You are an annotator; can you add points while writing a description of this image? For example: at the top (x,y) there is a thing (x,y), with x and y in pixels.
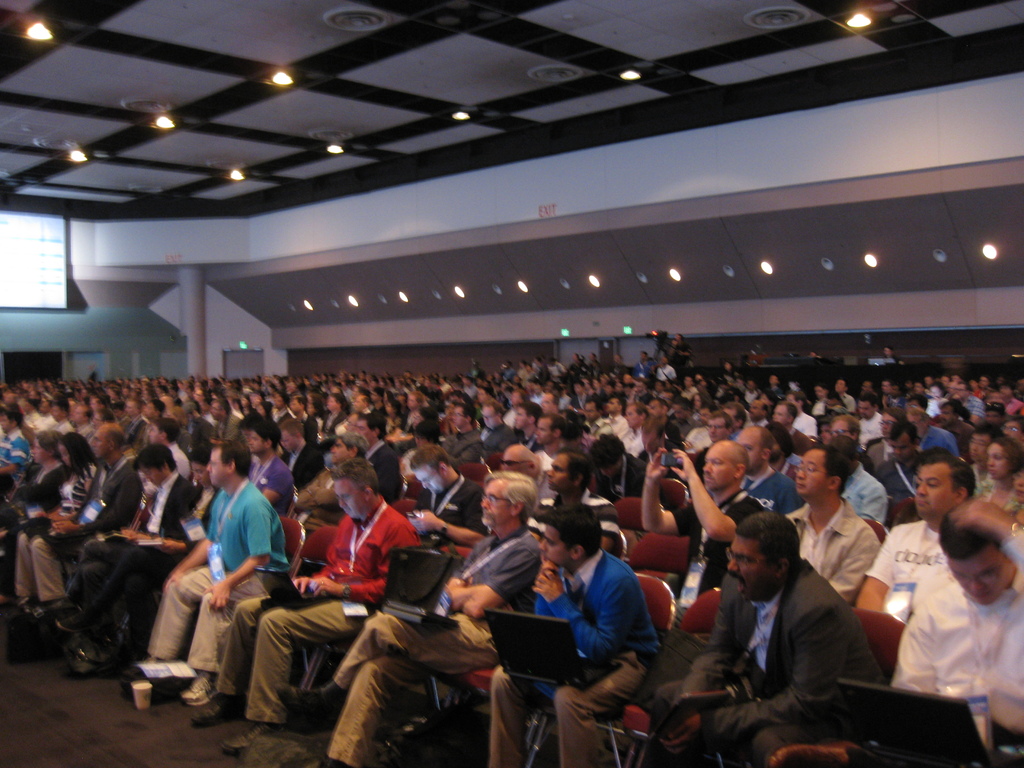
In this image, I can see a group of people (591,404) sitting and few people (594,358) standing. These are the lights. This looks like a pillar (194,320). On the left side of the image (56,251), I think this is the screen (49,262) with the display (54,273). These are the ceiling lights (856,27), which are attached to the ceiling (698,64). I can see the laptop (546,657). This man (690,473) is holding a mobile phone (680,467).
